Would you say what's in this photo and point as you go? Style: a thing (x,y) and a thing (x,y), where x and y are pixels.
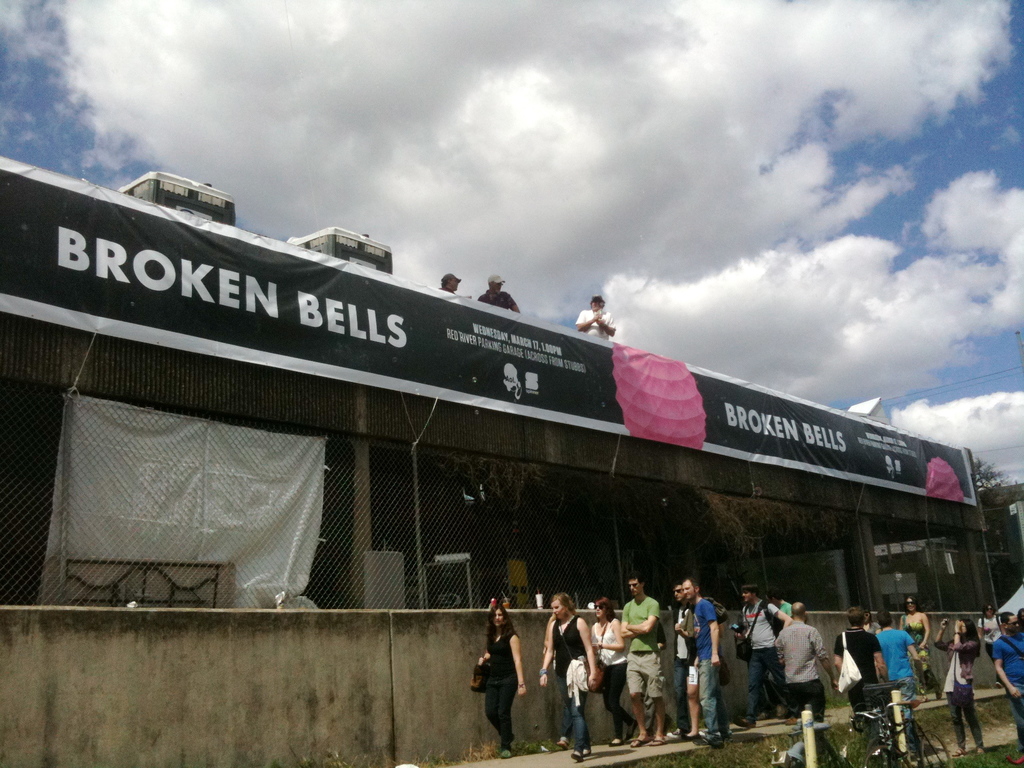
There are groups of people (508,647) walking. This looks like a building (509,555). Here is the fence (831,558). This is a banner (234,360). I can see three people (505,294) standing at the top of the building (518,318). These are the clouds (729,172) in the sky (852,133). At the bottom of the image (880,756), I can see a bicycle (911,754).
